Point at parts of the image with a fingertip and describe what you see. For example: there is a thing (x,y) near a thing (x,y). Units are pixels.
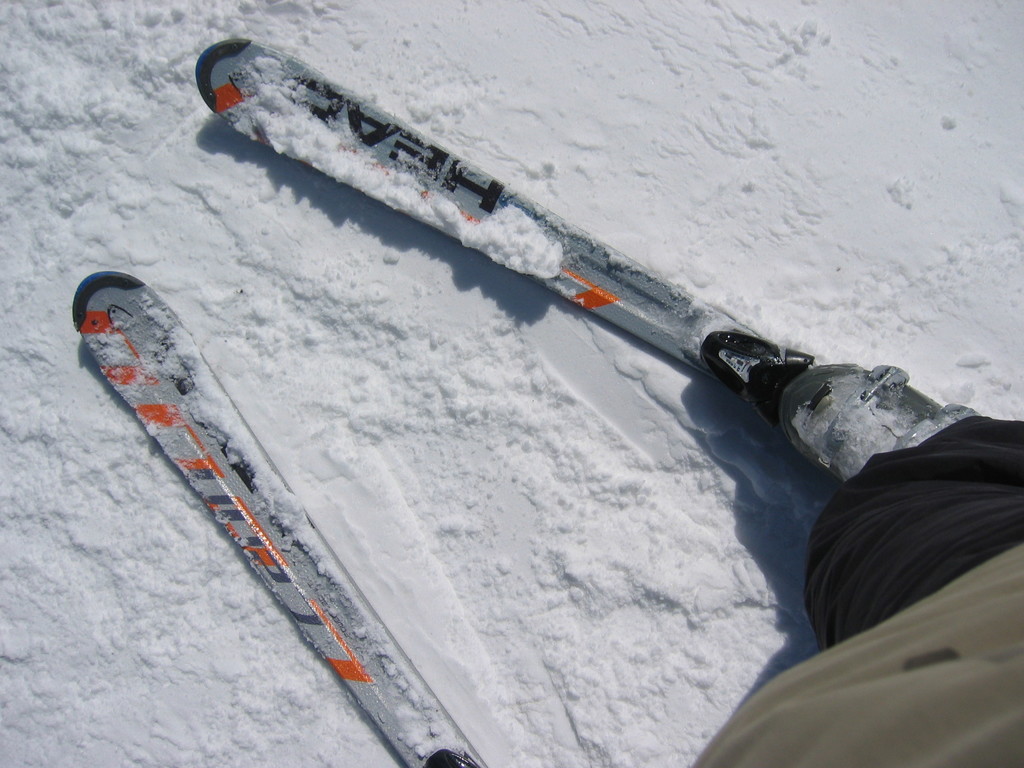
In this image we can see a person's legs (971,451) wearing skis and standing on the ice (507,509).
